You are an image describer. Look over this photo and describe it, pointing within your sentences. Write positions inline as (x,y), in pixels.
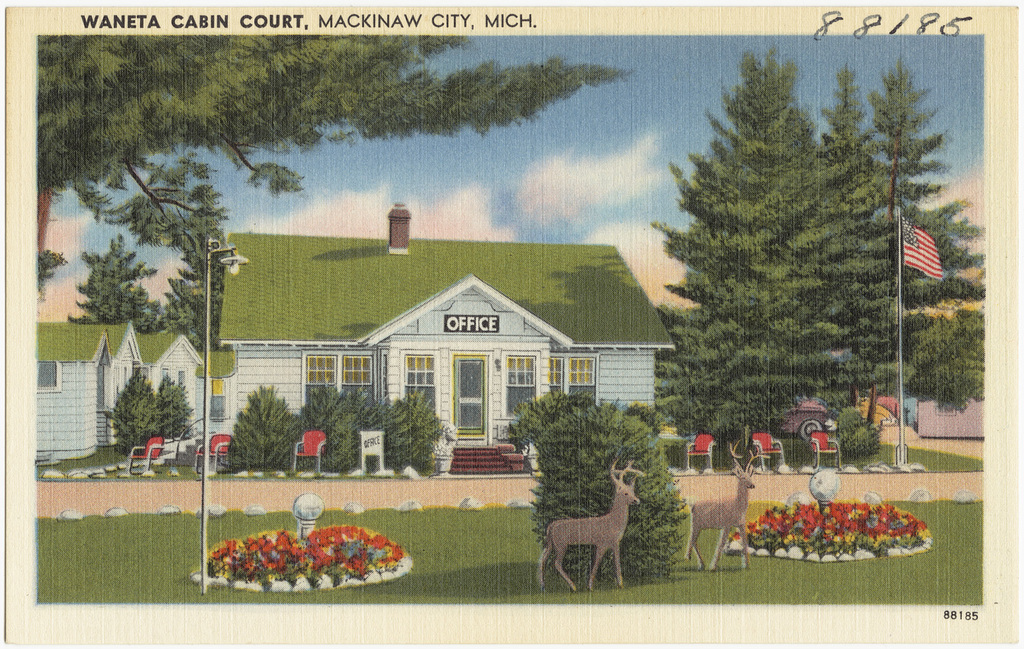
In this image I can see the photography. In the photography I can see the animals (605,548), plants (553,511) with flowers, poles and chairs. In the background (460,401) I can see the buildings (466,438) with windows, flag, many trees (834,384), clouds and the sky (455,200).
